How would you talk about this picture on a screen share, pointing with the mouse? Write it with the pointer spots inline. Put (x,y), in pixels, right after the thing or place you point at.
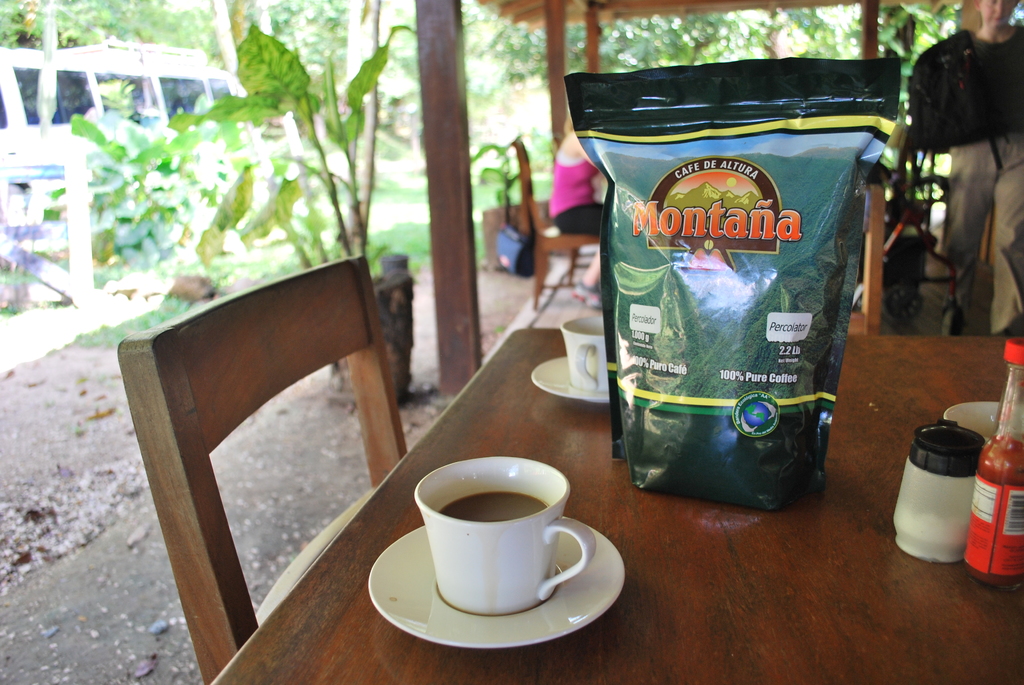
There are cups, saucers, bottle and other objects (787,459) on the table (741,529) and a chair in the foreground area of the image (659,393), there are people (1009,167), plants (290,89), it seems like a bus (181,93), poles (457,99) and the trees (474,94) in the background (474,94).
